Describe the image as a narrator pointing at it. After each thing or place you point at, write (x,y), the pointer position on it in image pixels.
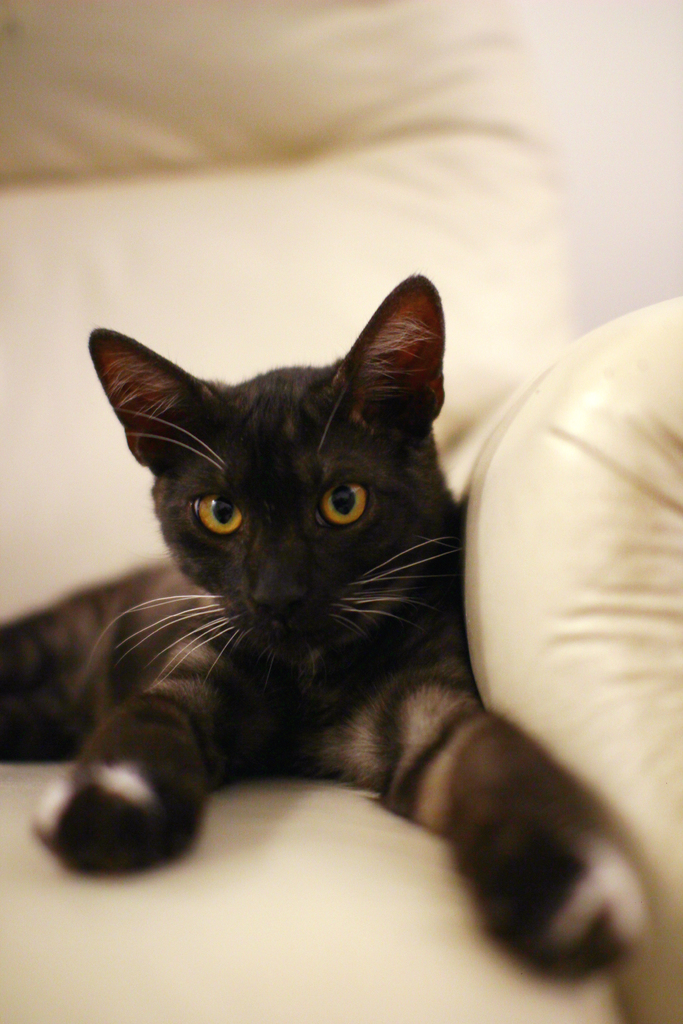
Black cat (349,551) is sitting on this white couch (123,170).
